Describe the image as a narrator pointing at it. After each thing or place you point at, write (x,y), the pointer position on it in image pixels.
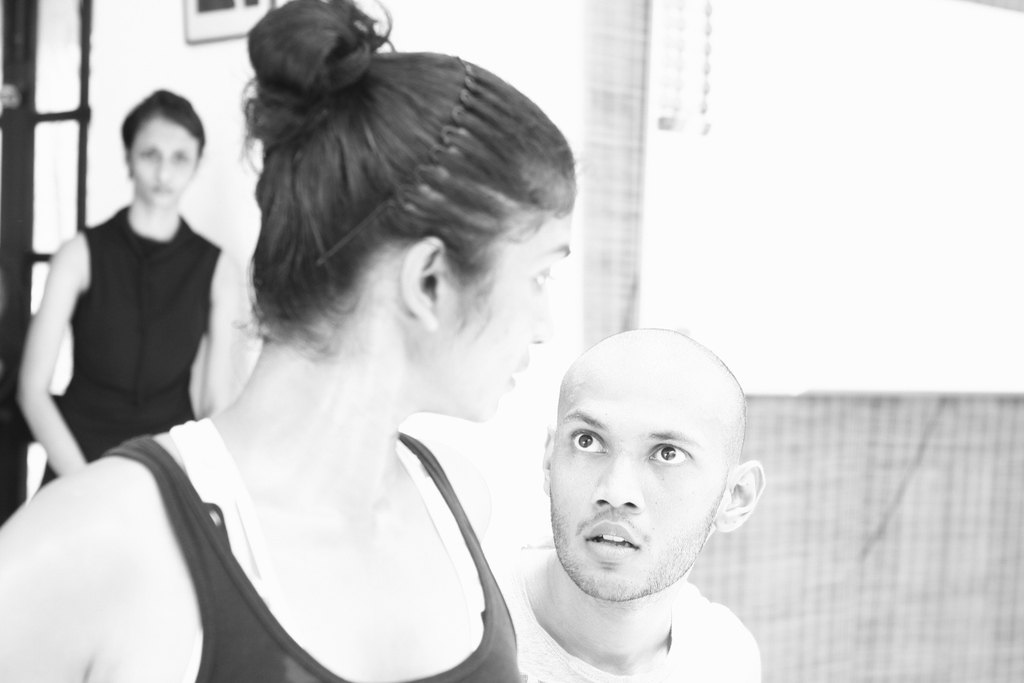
In the given image i can see a people (64,456) and wall (186,77).
